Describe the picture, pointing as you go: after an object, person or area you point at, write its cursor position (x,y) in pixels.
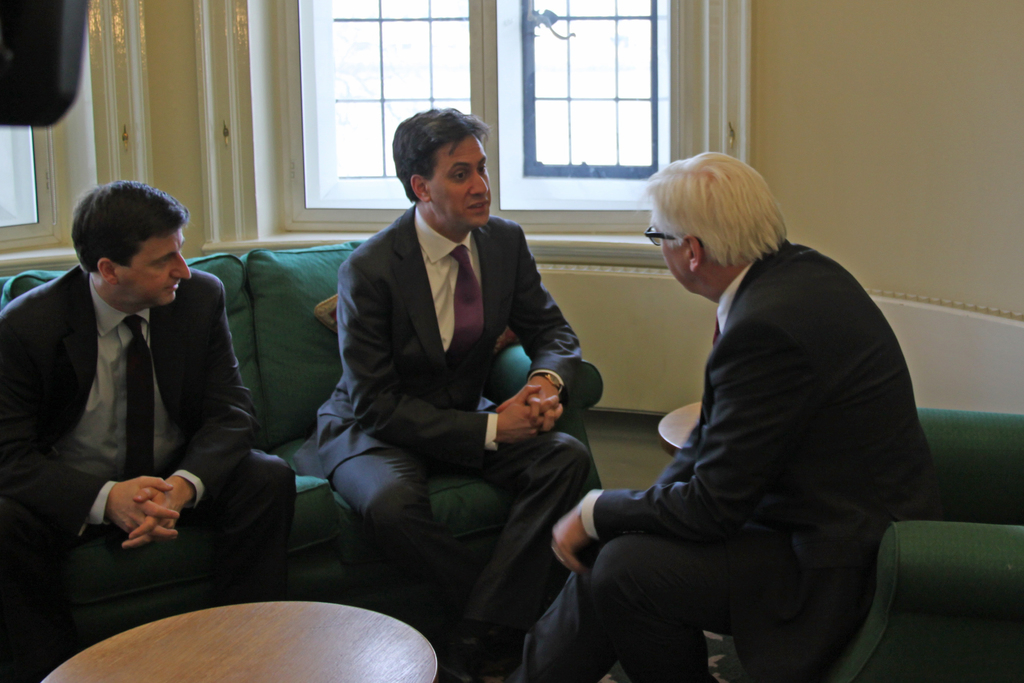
In this picture there are three men (474,339) sitting on a green chair (346,541). There is a wooden table (278,644) to the left (287,637).
